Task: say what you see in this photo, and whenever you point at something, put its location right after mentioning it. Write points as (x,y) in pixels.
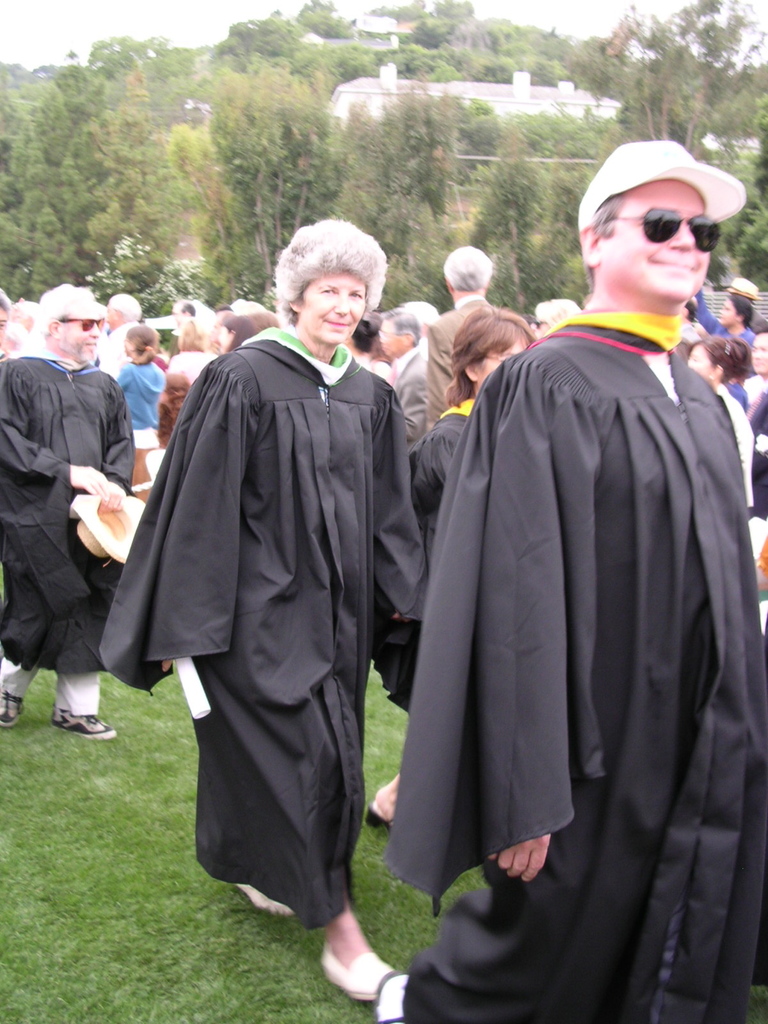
In the picture there are a lot of people (355,447) in a ground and there are three people (339,476) walking on the grass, they are wearing black coats (314,454) and behind them there are a lot of trees (308,93) and there is a building (561,91) in between those trees (301,108).
